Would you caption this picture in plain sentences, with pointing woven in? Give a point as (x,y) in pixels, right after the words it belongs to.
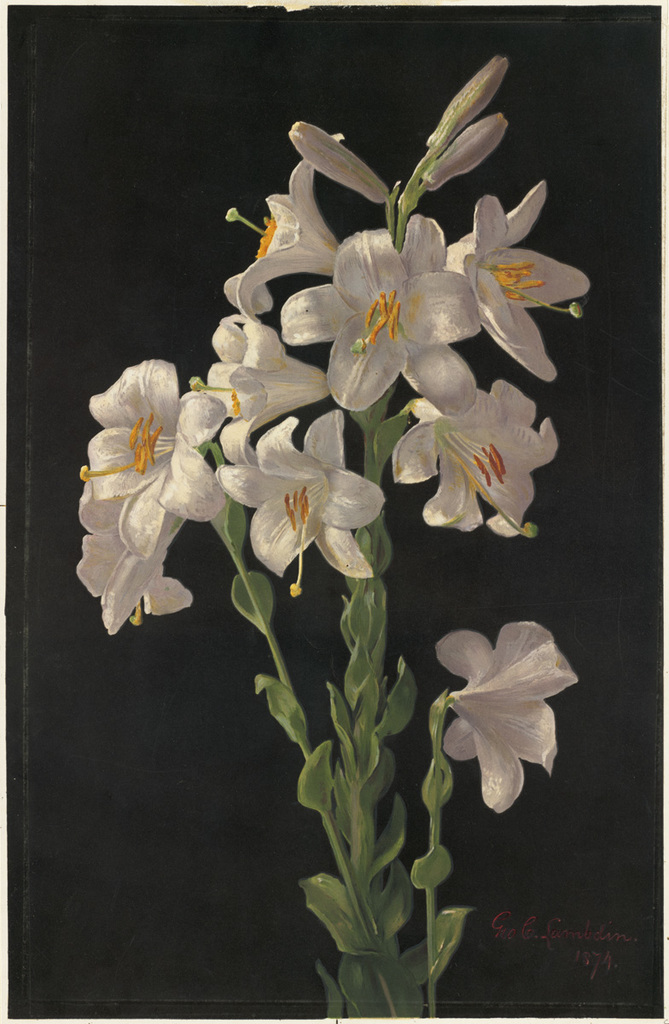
In this image I can see the white and yellow color flowers (332,534) to the plant (364,787). And there is a black background (624,143).
